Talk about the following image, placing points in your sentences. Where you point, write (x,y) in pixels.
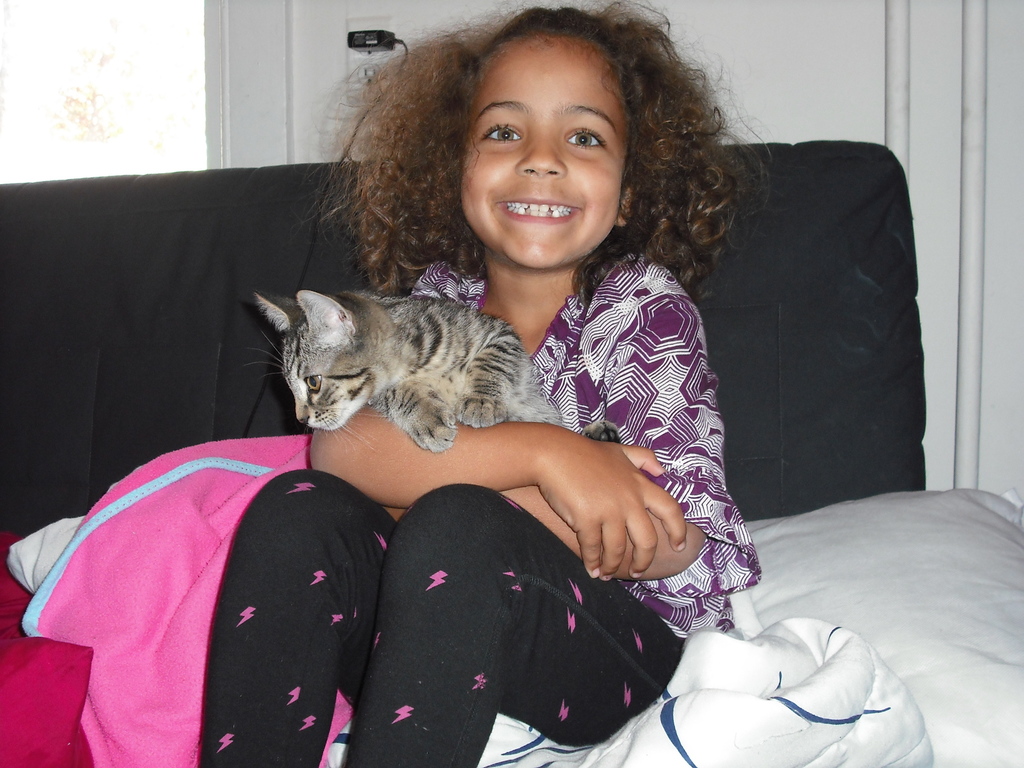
In this picture there is a Girl (680,553) sitting on the bed (829,583) next to the pillow (853,564) and blanket (723,717). The girl (573,215) is smiling and holding a Cat (443,372) in her hands (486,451). In the background (378,64) there is a wall socket (362,61) to which the charger (367,39) is plugged in.
